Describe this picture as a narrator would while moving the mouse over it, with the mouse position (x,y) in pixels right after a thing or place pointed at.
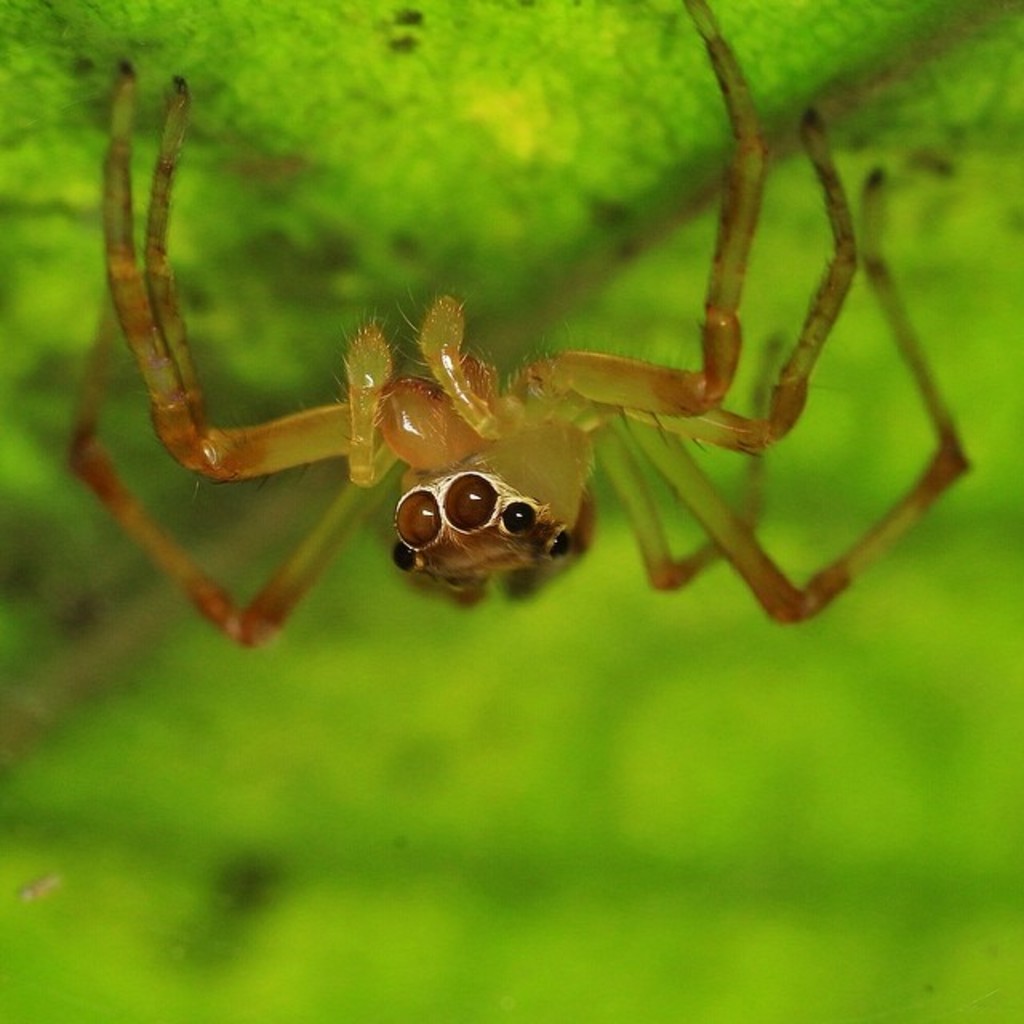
In this image there is a spider (377,473) on the object (373,279) which is green in colour.
